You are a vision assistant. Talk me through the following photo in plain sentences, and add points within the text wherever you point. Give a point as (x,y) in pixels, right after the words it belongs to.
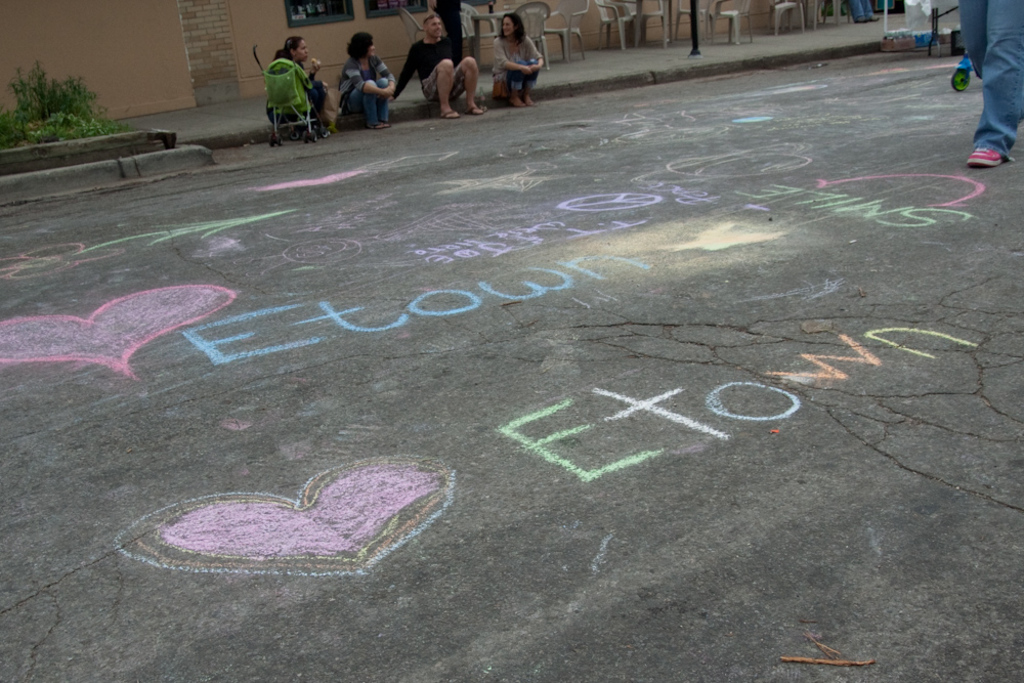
In this picture I can see there is something written on the road (681,399) and there is a person (1015,116) walking at right side (1017,39). In the backdrop (437,83) there are few people (381,63) sitting on the walkway (396,107) and there are plants (39,122) at left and empty chairs (544,25) behind them.
